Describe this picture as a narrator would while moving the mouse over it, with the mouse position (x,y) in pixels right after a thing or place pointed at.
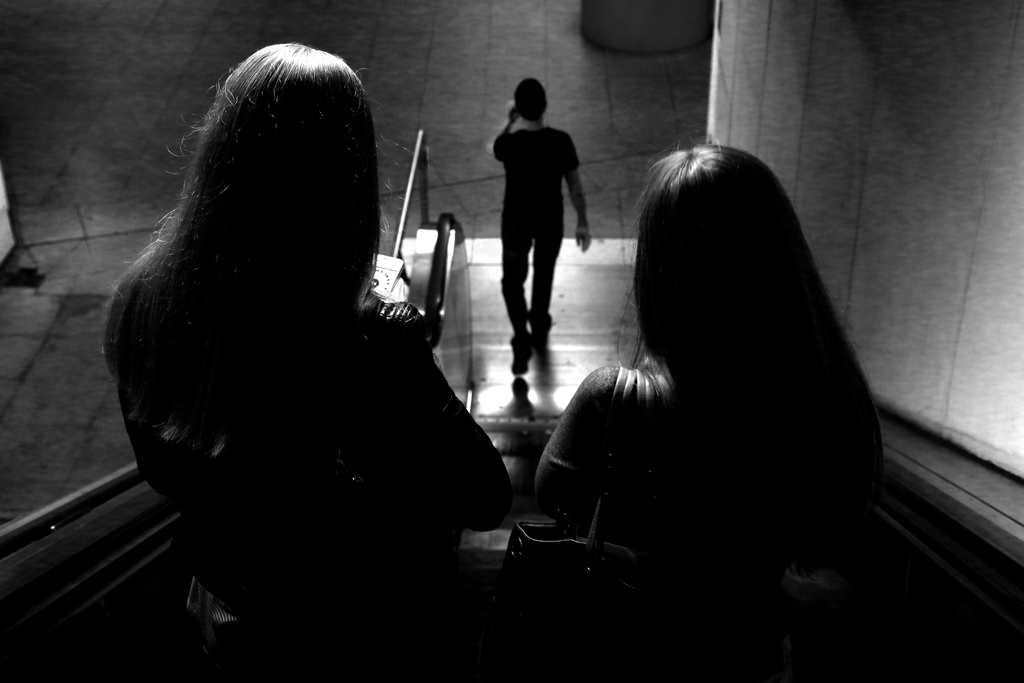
In this image we can see two people (445,531) standing on the escalator (554,416) and there is a man (524,246). We can see a wall (822,115).
